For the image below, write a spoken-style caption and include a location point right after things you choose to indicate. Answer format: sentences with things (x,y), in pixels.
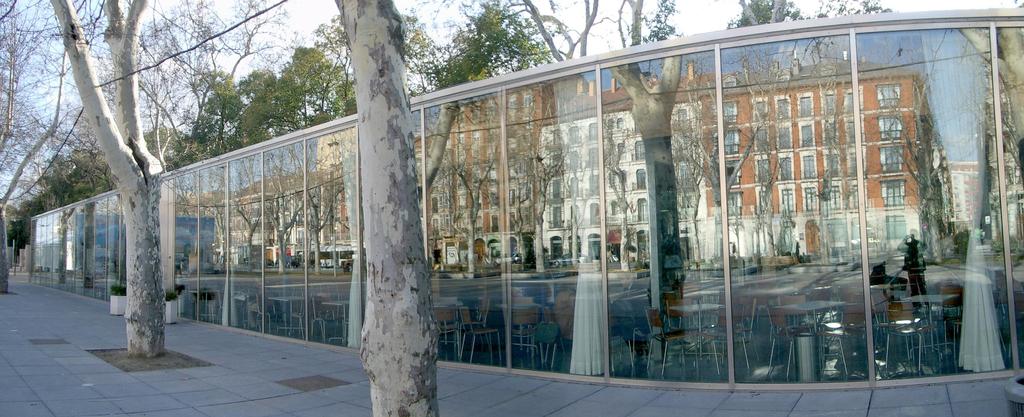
In this picture there is a building (706,180) and there are curtains (593,313), tables (818,304), chairs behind the building (454,297) and there is a reflection (490,210) of building (847,200), vehicles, trees (927,180) and person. At the back (7,173) there are trees (159,93). At the top (257,32) there is a wire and there is sky (233,33).
